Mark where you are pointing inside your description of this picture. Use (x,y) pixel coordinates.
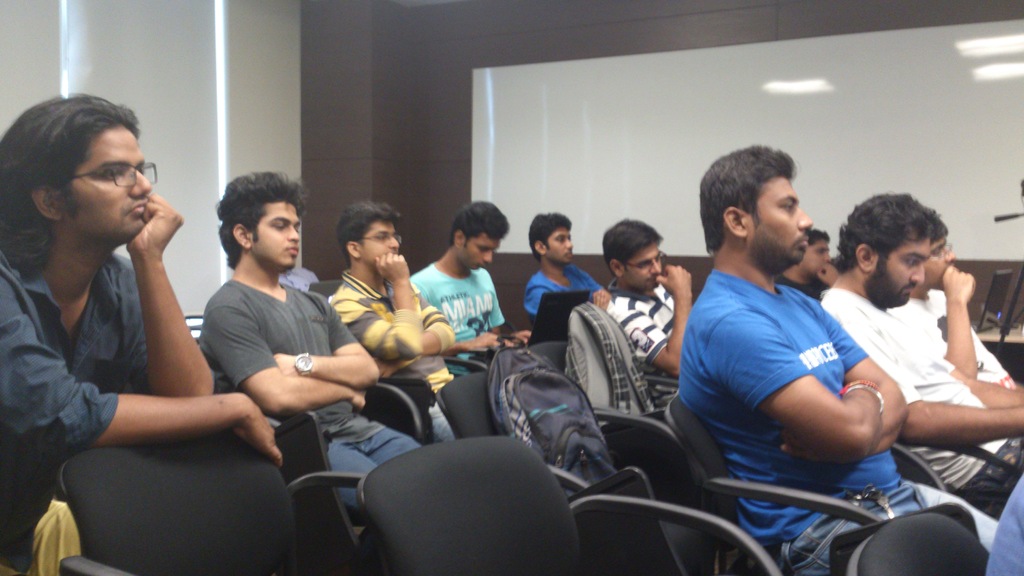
In the foreground of this image (511,417), there are bags (604,366) on the black chairs (466,511) and also people (653,307) sitting on it. In the background (693,129), there is a board (702,128) and the wall (355,72).
